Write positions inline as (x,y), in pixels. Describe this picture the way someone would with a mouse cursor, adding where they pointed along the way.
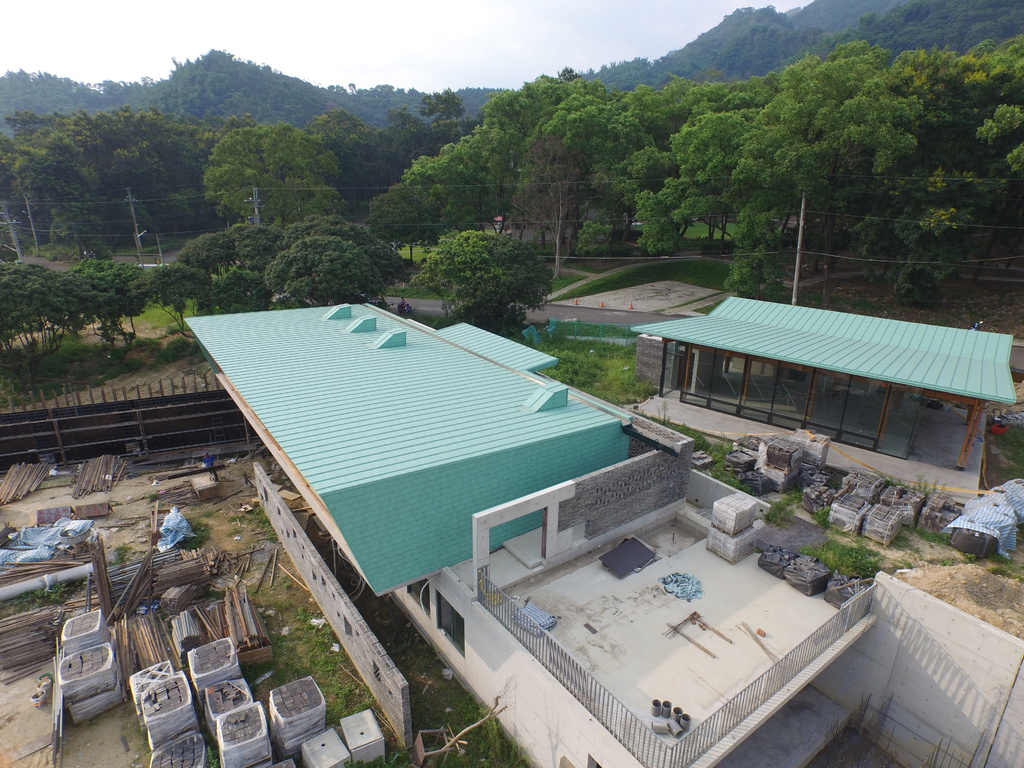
In this picture I can see there is a building (648,687) and there are few objects (137,566) placed at left (89,700) and right side of the building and there is a road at right side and there are trees (77,289), there are electric poles (142,265) with wires (151,198) and there is a mountain (768,44) in the backdrop (784,40) and it is covered with trees (819,41) and the sky (239,36) is clear.
